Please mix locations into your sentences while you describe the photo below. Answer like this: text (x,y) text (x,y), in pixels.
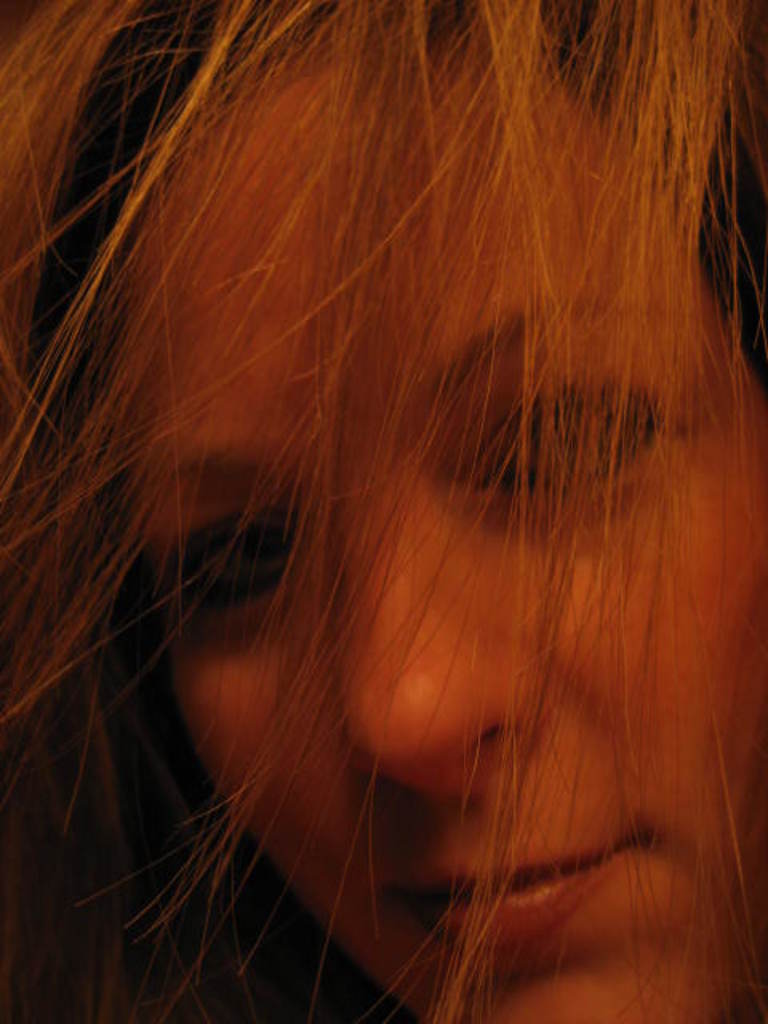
In this image there is a face (377,551) of the person (370,698) visible.
